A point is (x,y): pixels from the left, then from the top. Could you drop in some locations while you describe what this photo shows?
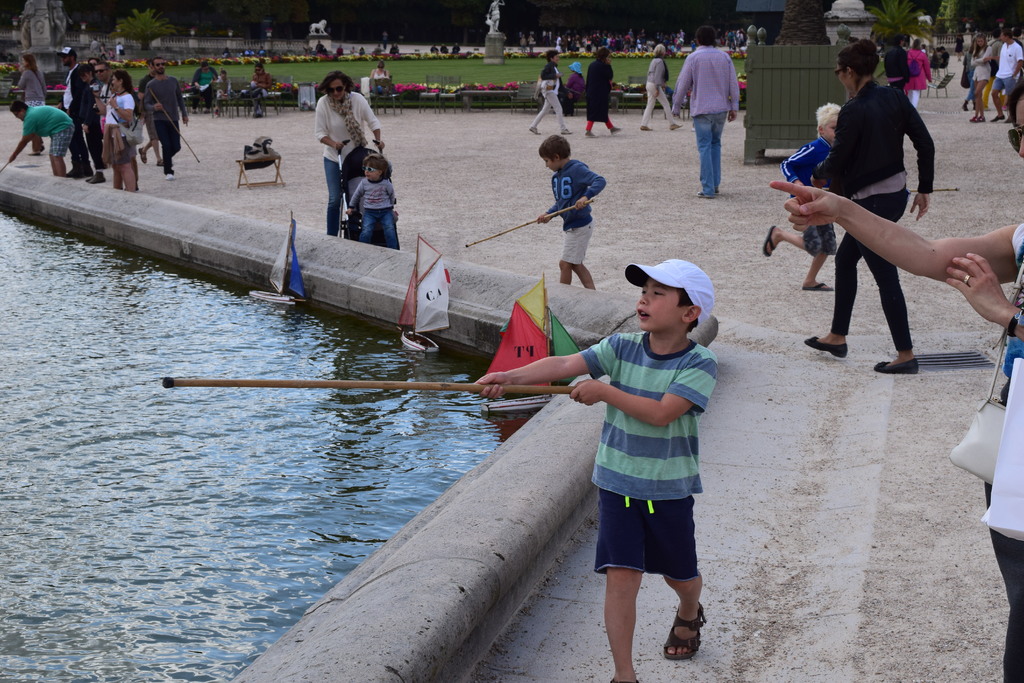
In this picture we can see a boy (630,388) holding a stick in his hand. We can see few boats (522,358) in water (112,257). There is a bag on the chair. We can see some people (88,165) are walking, some people (327,135) are holding objects (361,154) in their hands (338,147) and few people (380,73) are sitting on the benches (465,98). There are few statues (34,49), plants (889,23), and some fencing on the ground (761,225).
